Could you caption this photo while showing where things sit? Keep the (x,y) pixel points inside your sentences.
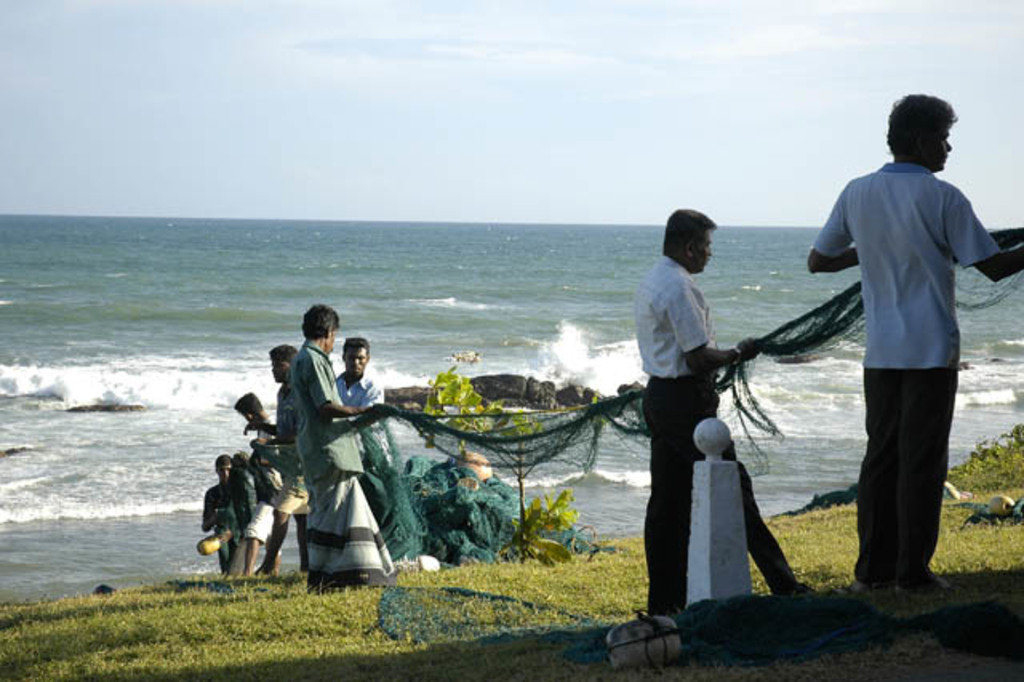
In this picture I can see there are a few people (913,340) standing, holding a net (445,592) and there is grass (405,646) on the floor (642,673) and there are few bags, plant (518,555), rock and there is an ocean (535,365) in the backdrop (519,342) and the sky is clear.
